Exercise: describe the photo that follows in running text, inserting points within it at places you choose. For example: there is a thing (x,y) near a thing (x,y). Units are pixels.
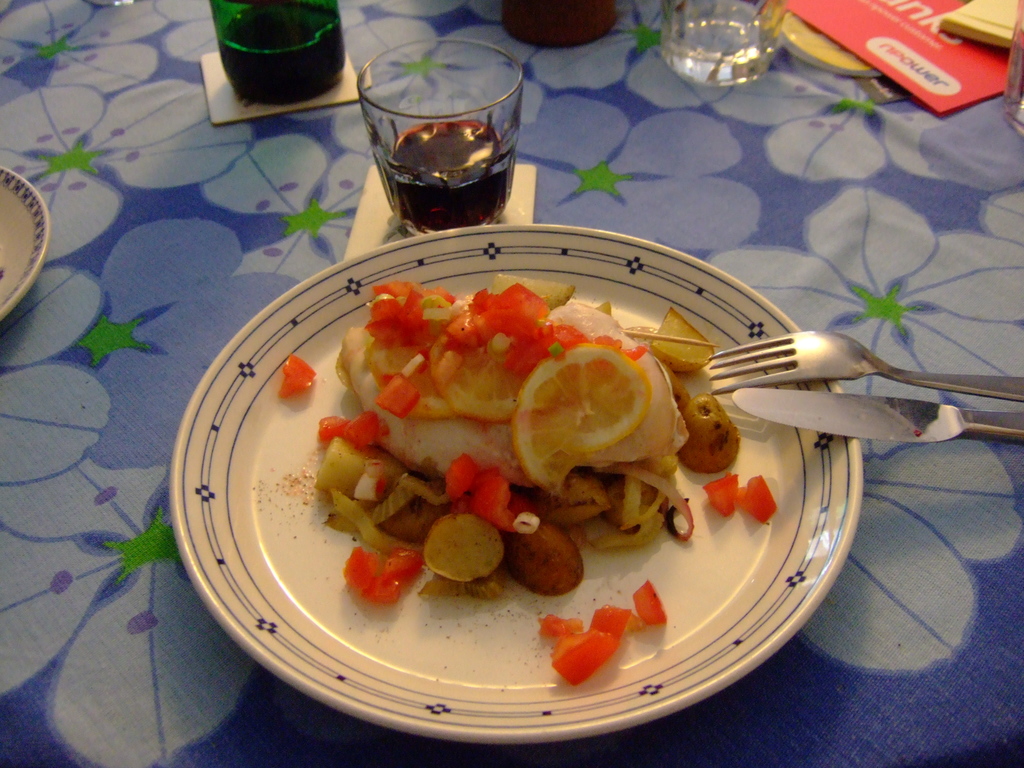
This image consists of food (530,416) which is on the plate (267,524) in the center (351,421). On the right side (821,374) there is a fork (842,366) and there is a knife (848,407). At the top (384,125) on the table (574,74) there are glasses (756,1), papers (863,48) and there is a plate (23,245) on the left side (22,247).
